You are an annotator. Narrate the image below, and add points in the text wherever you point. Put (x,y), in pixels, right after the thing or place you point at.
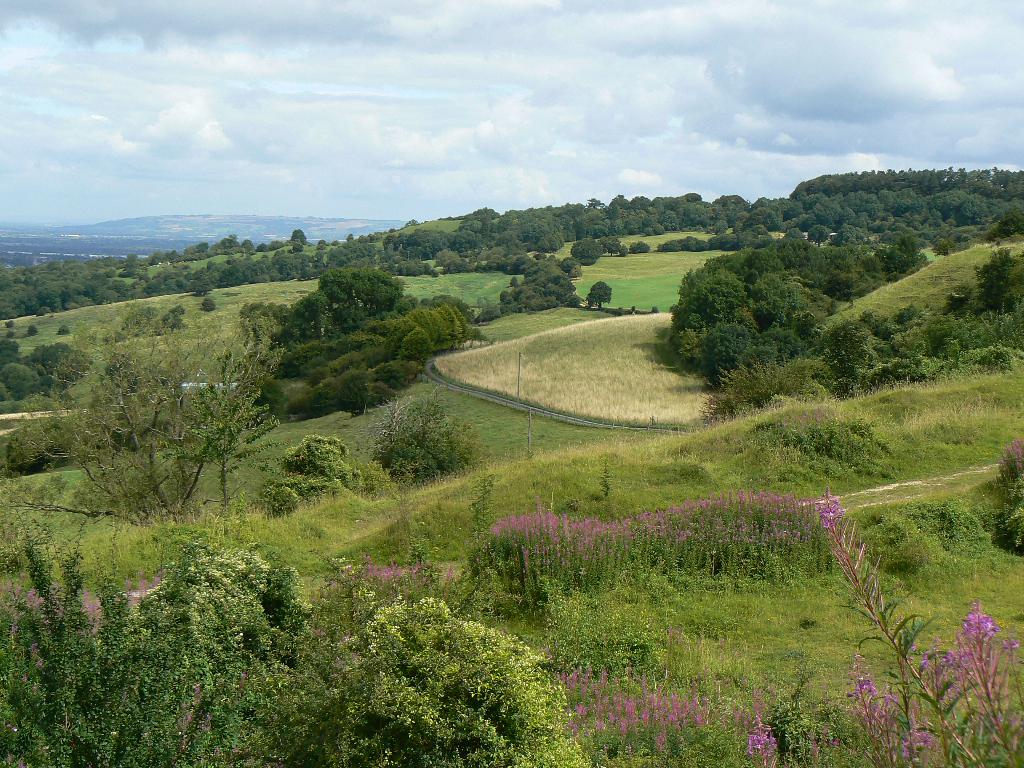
In this image we can see trees (732,372), plants (630,539), flowers (666,533), grass (534,460), hills (499,435), sky (62,65) and clouds (520,80).
